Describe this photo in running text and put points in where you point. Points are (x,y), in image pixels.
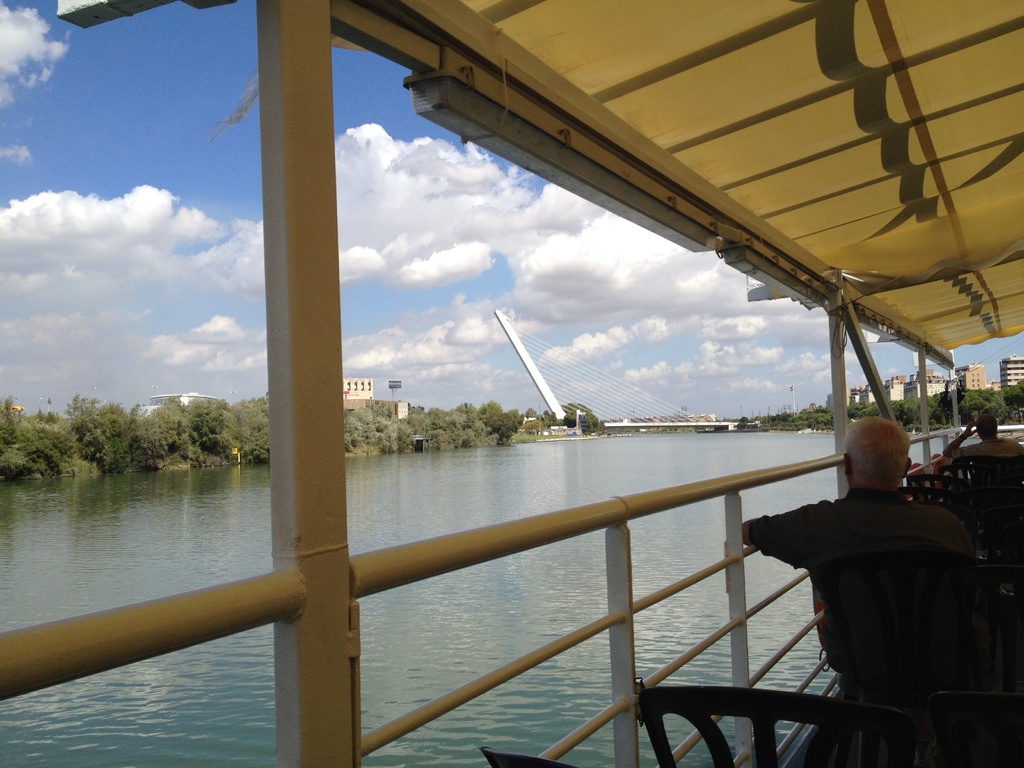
In this image I can see a boat (790,712), few chairs (980,590) in the boat (292,425), few persons (951,549) sitting on them, the railing (615,644) and the ceiling (878,101) of the boat (953,59). I can see the water (419,479), few trees (372,428), a bridge (670,425) and few buildings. In the background (722,398) I can see the sky (392,267).
